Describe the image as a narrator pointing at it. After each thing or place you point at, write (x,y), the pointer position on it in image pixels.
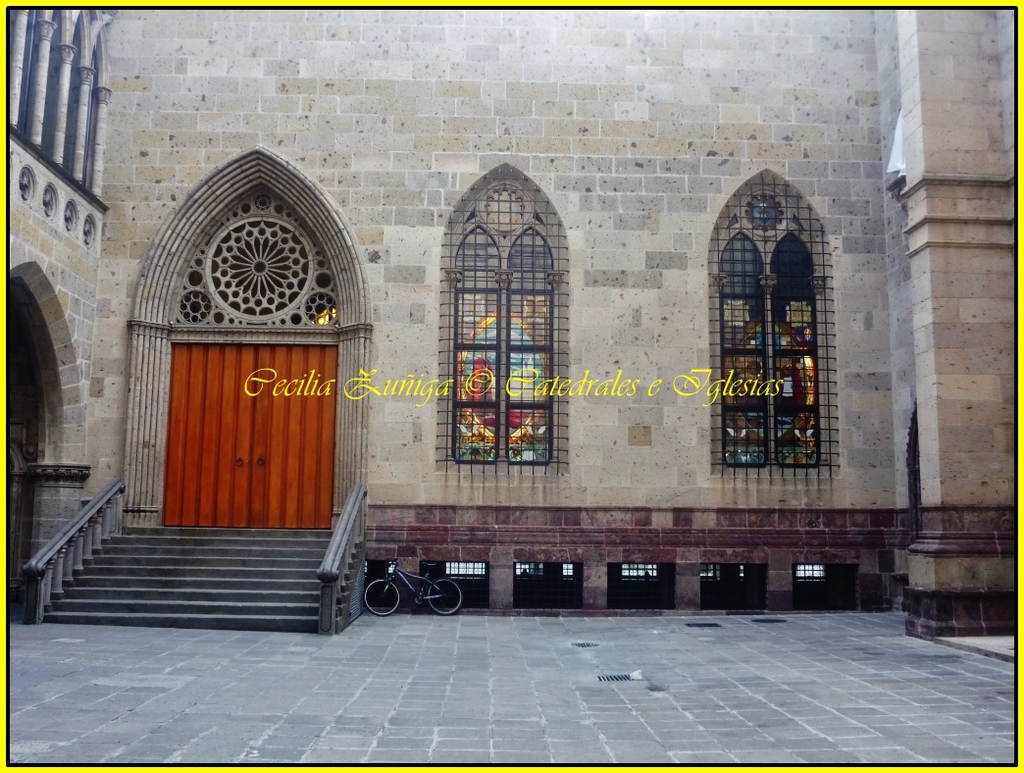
In this picture we can see a wall (613,410) and stained glass (488,329), in front of the wall (424,545) we can see a bicycle (422,590), in the middle of the image (442,386) we can find some text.
